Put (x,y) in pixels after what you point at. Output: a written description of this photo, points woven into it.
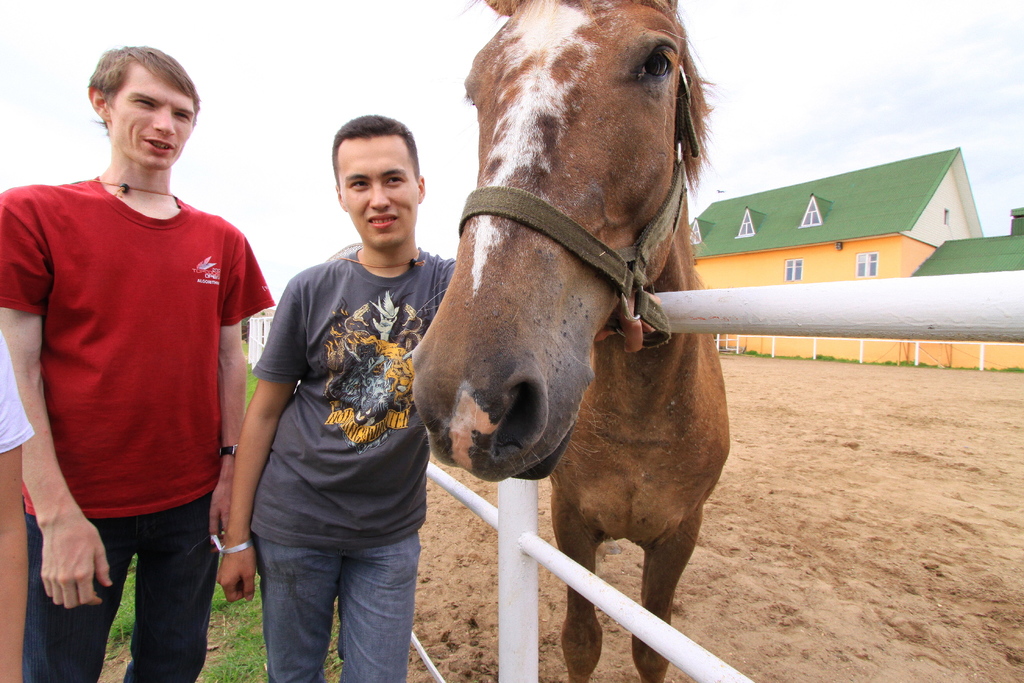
In this picture, we see two men (387,313) standing. Beside them, we see a horse (648,288) and an iron railing (513,591). Man (353,334) in grey t-shirt (346,352) is holding the rope (626,271) of the horse (566,348) and behind that, we see a building (824,221) in yellow and green color. On the right bottom of the picture (815,557), we see sand (842,534) and beside that, we see grass (252,641) and on the top of the picture (285,83), we see sky (842,81).
